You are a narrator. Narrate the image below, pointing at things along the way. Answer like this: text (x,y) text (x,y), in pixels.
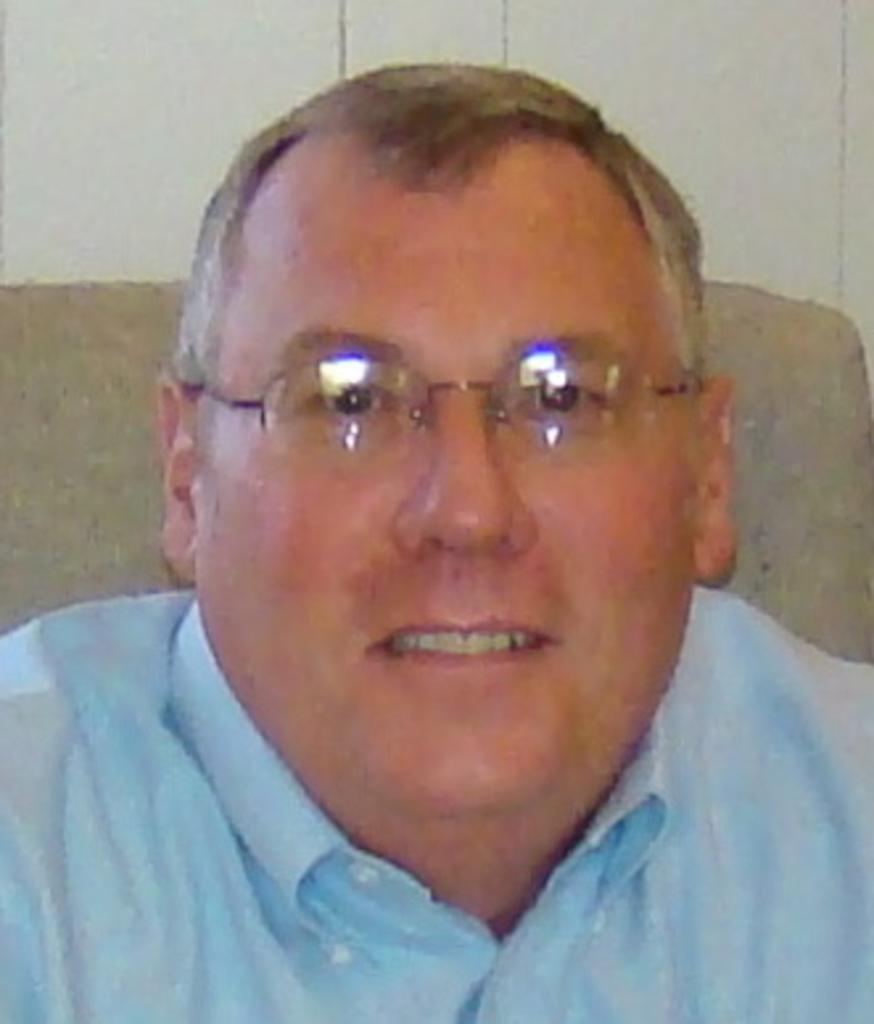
There is a person (384,864) wearing specs (381,414) is smiling. In the back (208,170) there is a wall (798,86).
